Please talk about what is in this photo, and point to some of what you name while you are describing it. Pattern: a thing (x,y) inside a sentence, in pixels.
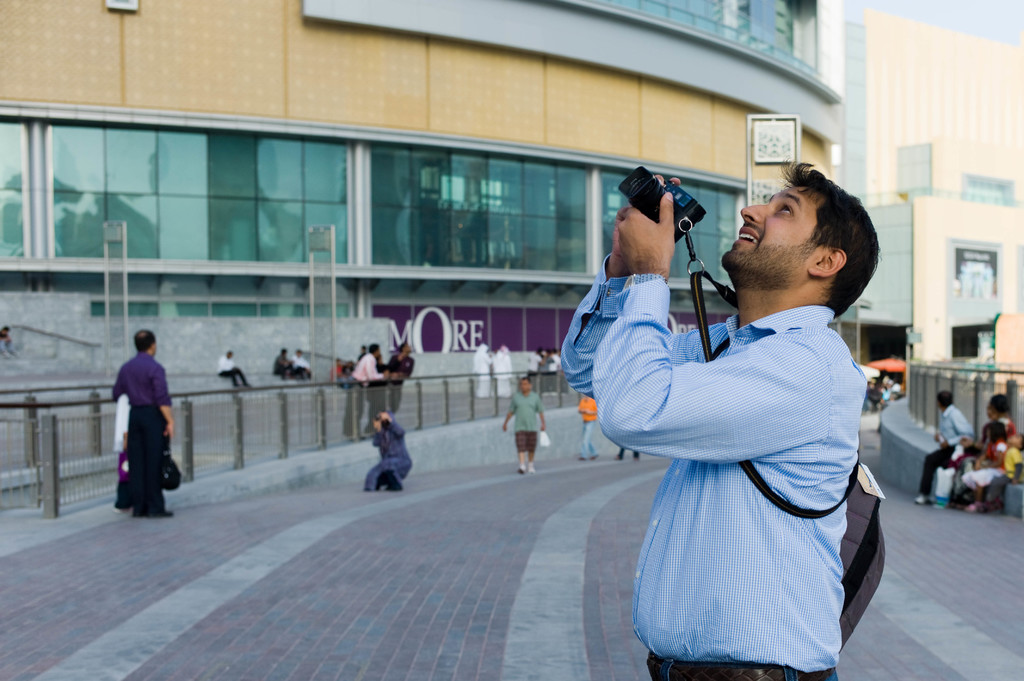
In this image we can see some people (775,292), buildings (664,147), name boards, fence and other objects (693,238). At the bottom of the image (638,475) there is the floor (592,570), person (707,541), camera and other objects (860,477).
